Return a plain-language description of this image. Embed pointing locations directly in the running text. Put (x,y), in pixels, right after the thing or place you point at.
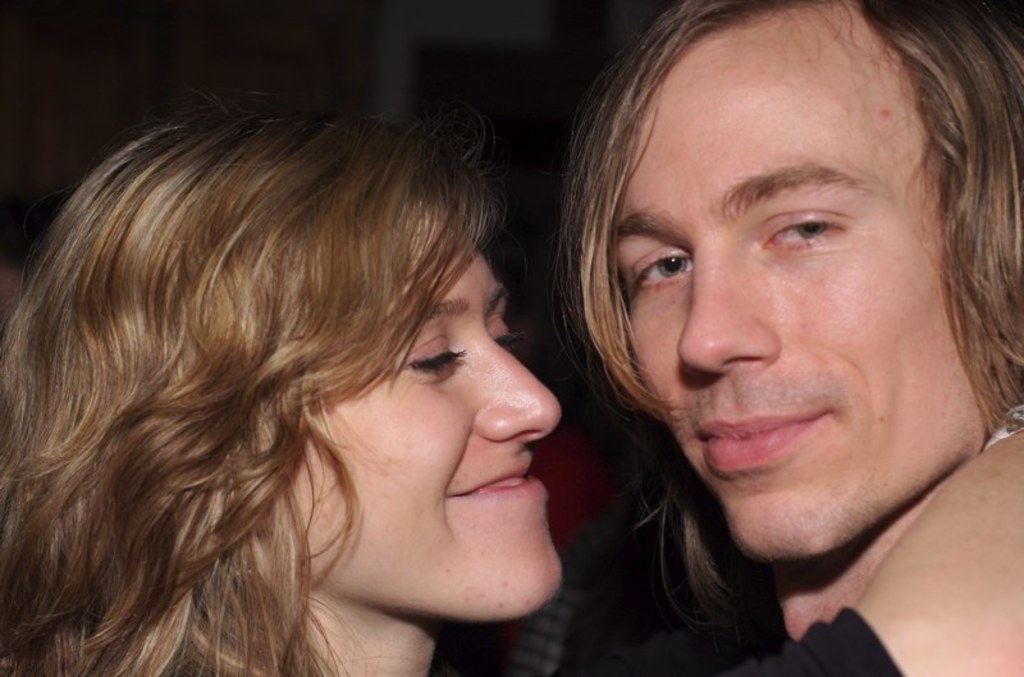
As we can see in the image there are two people (682,472) in the front (469,209) and the background (474,44) is dark.
